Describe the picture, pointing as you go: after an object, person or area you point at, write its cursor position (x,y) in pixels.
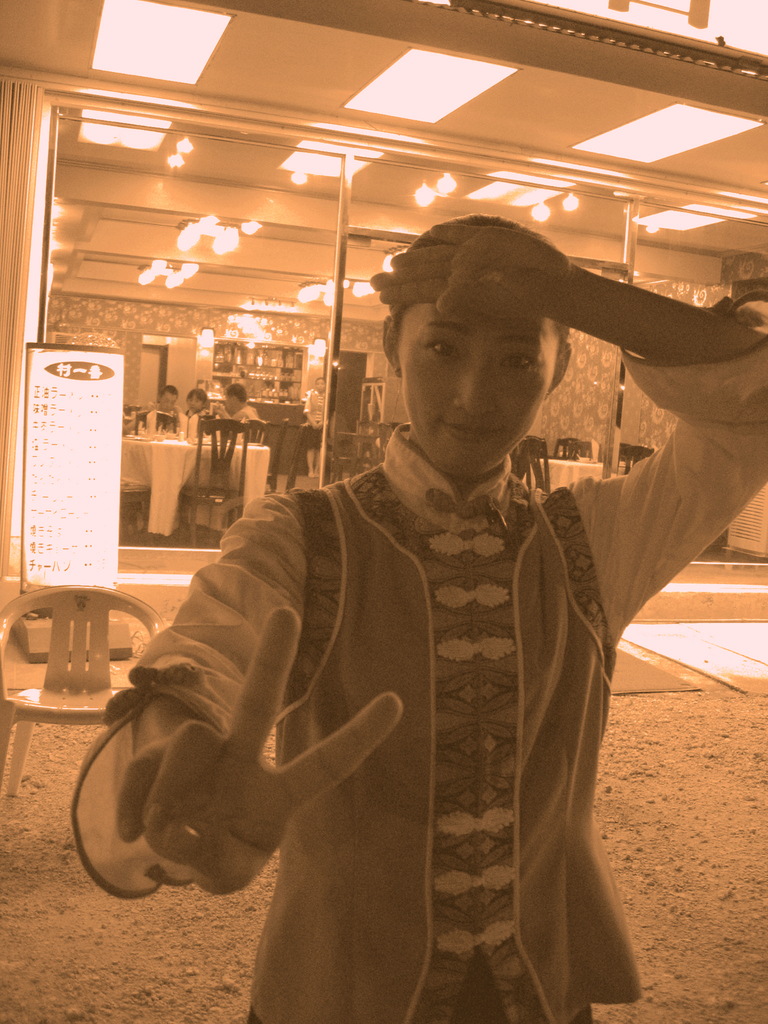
In this image, woman (424,716) is standing in the middle (415,679). The left side (101,695), we can see a plastic chair (90,684) and banner (76,441). Background (190,470), so many chairs (577,451) and tables (251,470) are placed. Few peoples (242,411) are sat on the chair (198,434). And here we can see wall (266,330) cupboard (277,368). Few items (273,376) are placed. A human (317,408) is standing here. The roof (249,254), the lights (235,239) we can see, glass door (386,202).
